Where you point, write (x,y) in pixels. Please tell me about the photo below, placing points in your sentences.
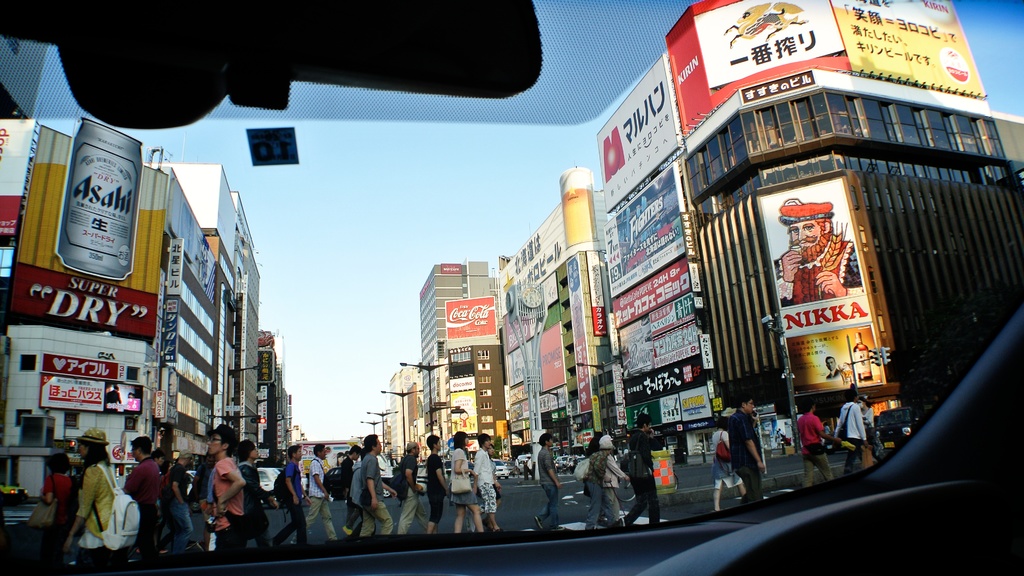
In this picture we can see vehicles (854,545) and a group of people (752,427) walking on the road (534,509), buildings (430,331) with windows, banners (607,230), poles (536,389) and in the background (338,339) we can see the sky (451,205).
